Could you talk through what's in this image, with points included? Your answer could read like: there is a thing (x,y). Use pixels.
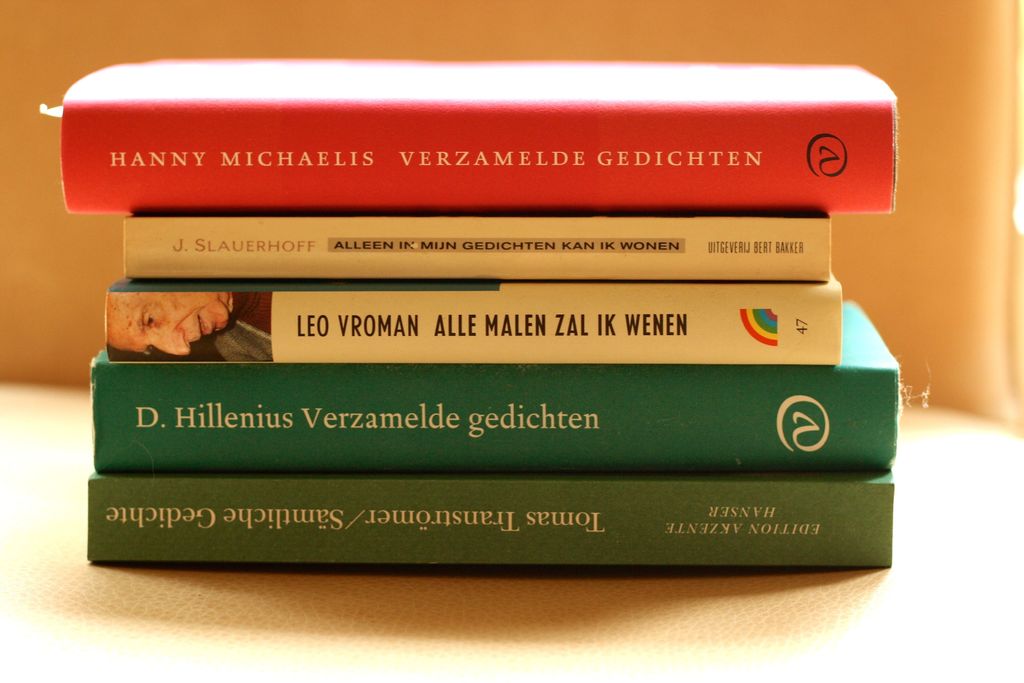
We can see books (431,548) on the surface (231,566). In the background (464,1) it is cream color.
